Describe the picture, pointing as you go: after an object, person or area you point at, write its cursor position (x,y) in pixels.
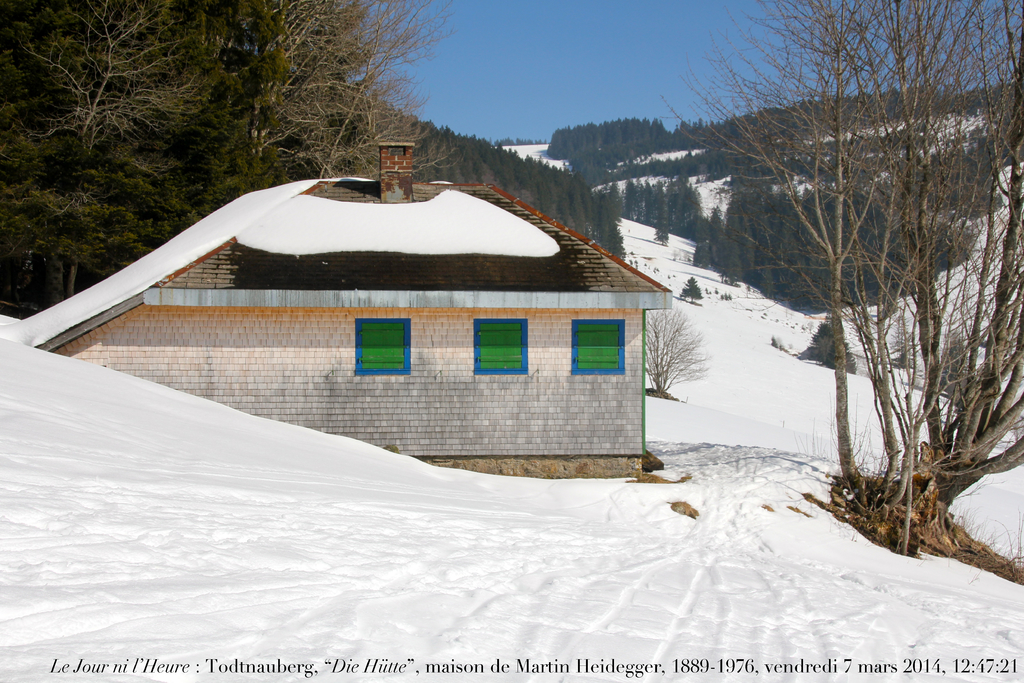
In the image there is a house (327,331) in the front (292,302) followed by trees (372,160) behind it all over the place on snow land (458,508) and above its sky (544,49).
